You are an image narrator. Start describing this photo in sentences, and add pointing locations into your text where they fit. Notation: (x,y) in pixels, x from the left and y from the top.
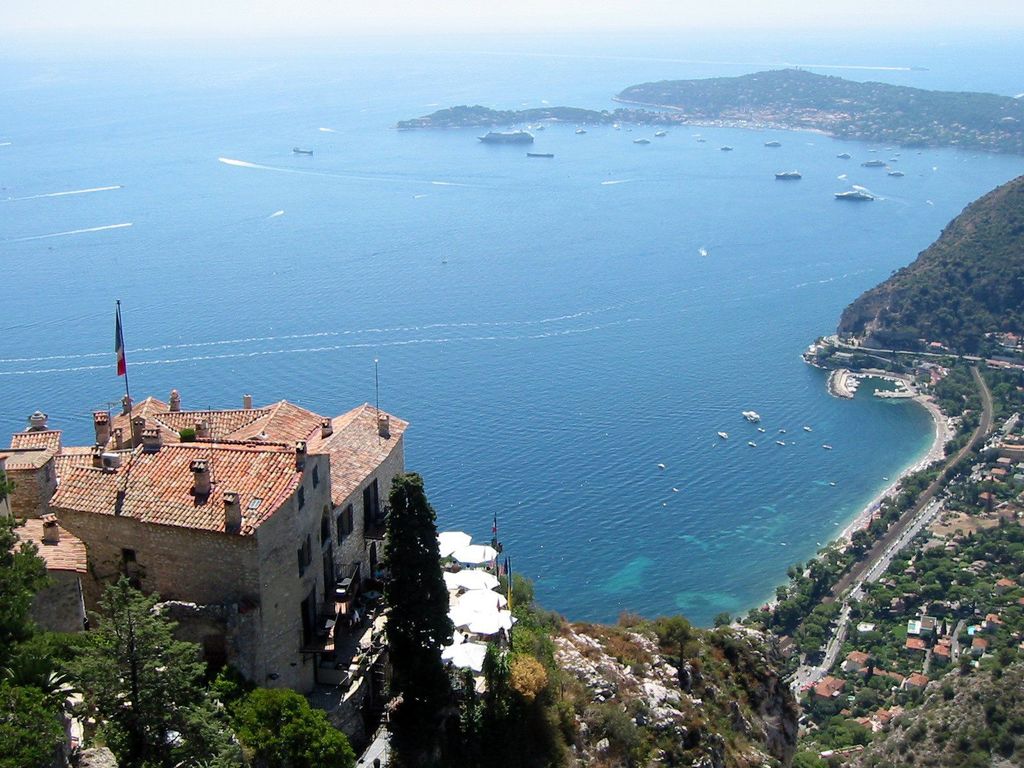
In this image there are buildings (251,564) and trees (467,686). We can see water (623,432) and there is a flag (124,348). There are hills (921,302).
